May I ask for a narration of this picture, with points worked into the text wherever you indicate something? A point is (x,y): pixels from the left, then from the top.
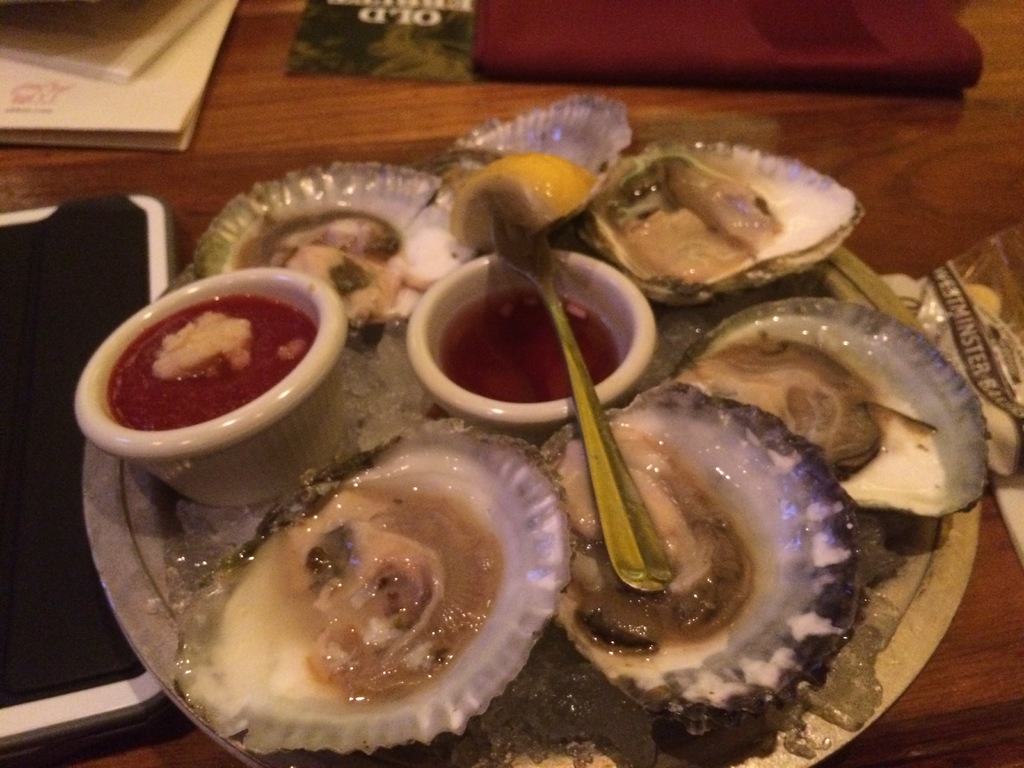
In this picture we can see plate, food (295,261), bowls (284,288), shells (669,405) and objects (5,332) on the wooden platform (943,242).
